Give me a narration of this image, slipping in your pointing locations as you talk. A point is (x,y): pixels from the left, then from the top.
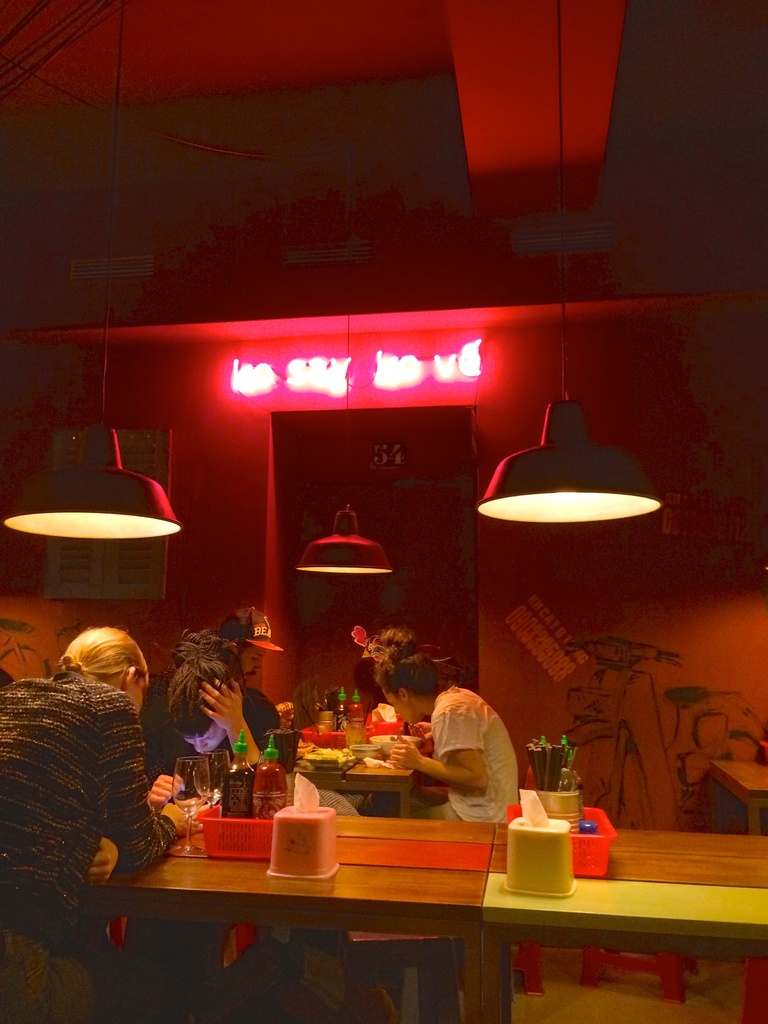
In this image there are group of persons (426,764) having their food (342,763) and drinks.
